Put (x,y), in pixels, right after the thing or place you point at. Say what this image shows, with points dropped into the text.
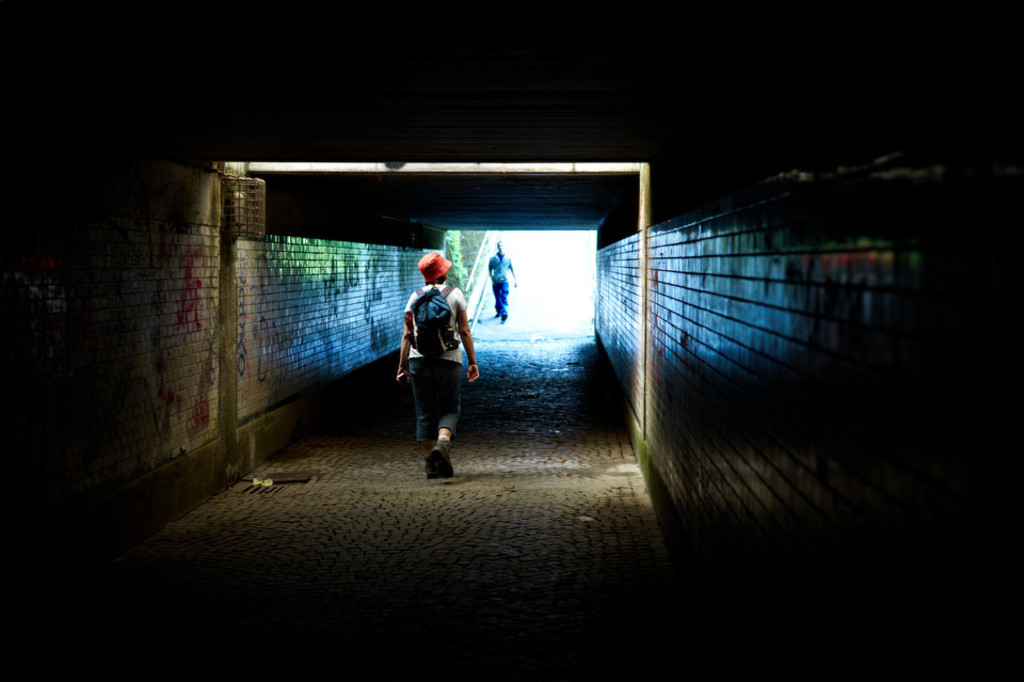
In this image there are two persons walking on the road (457,455), beside them there are walls (939,402) made with bricks (939,402).
